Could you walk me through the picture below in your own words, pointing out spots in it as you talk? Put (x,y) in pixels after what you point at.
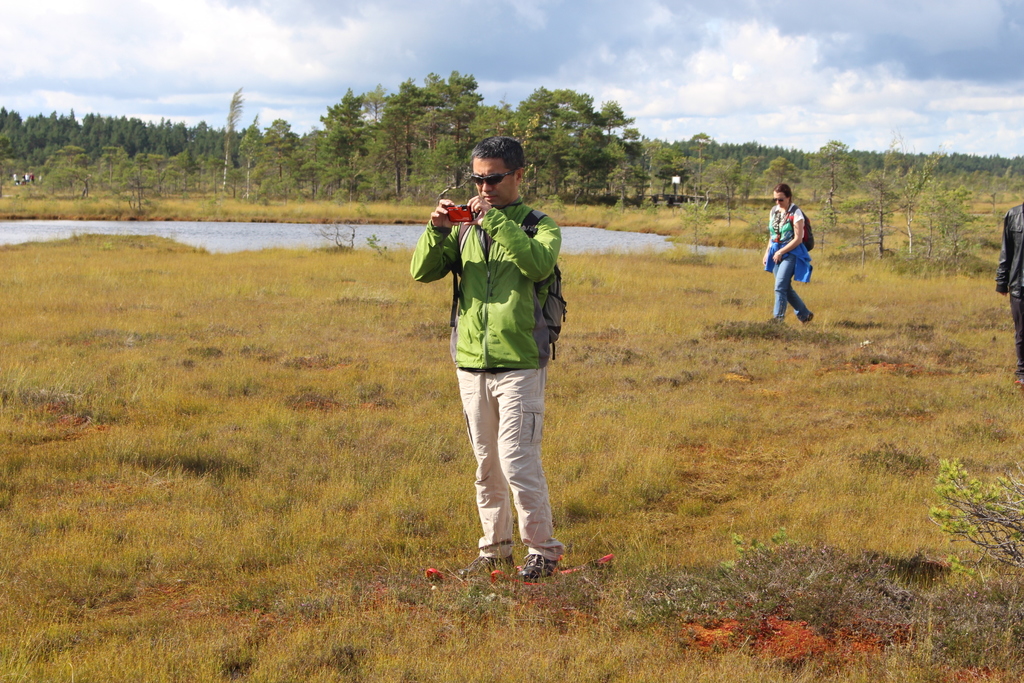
In this image I can see grass ground (755,307) and on it I can see few people (489,186) are standing. In the background (90,232) I can see number of trees (568,140), water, clouds (354,73) and the sky (834,130). In the front (489,173) I can see a man (472,204) is holding a red colour thing (472,206).
